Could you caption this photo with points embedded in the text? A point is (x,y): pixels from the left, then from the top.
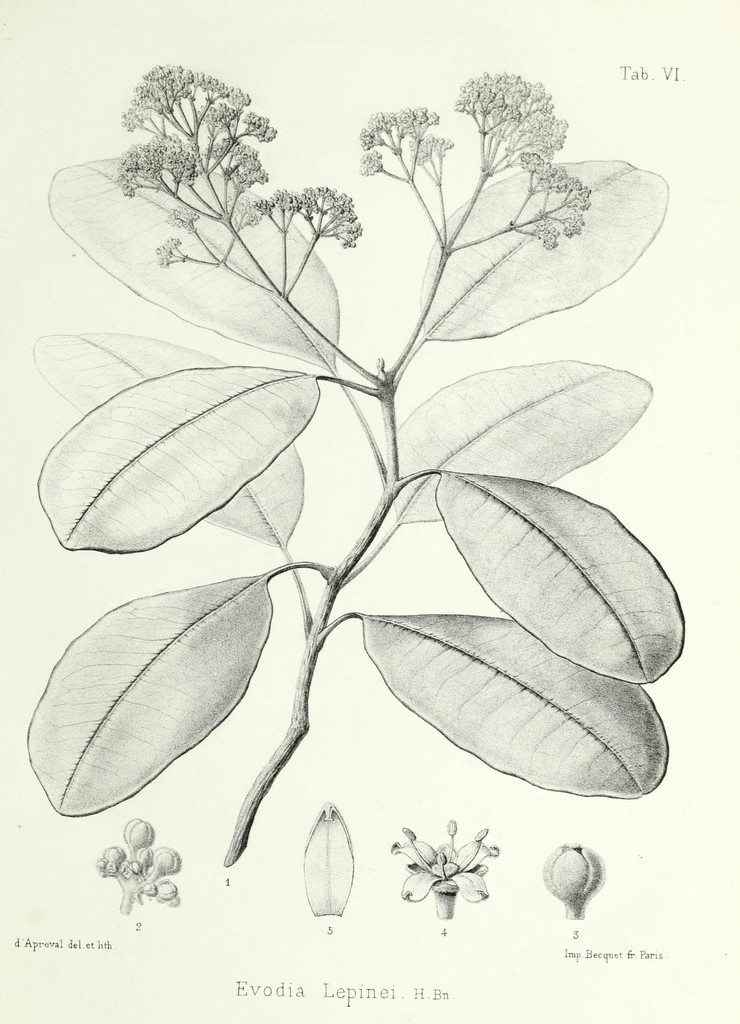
In this picture I can see there is a plant (282,533) and there are some leaves (221,440) and buds (246,172) and this is a drawing.
